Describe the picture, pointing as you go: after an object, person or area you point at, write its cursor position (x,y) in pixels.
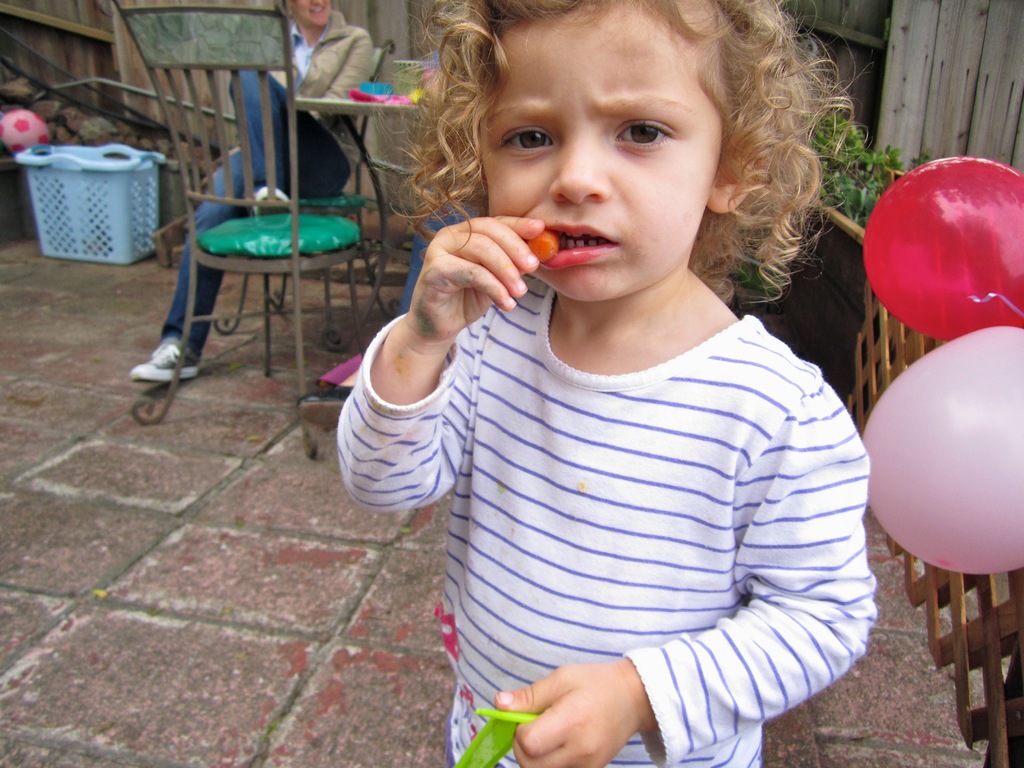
Girl (616,518) in front of the picture wearing white t-shirt (696,545) is holding green toy (513,728) in her hand (528,739) and she is eating carrot (535,239). Beside her, we see red and pink balloon (959,289). Behind her, we see women (343,57) in blue jeans (314,156) is sitting on chair (299,250). Beside her, we see a blue basket (54,163) and pink ball (29,119) and behind her, we see wooden wall (86,61).
